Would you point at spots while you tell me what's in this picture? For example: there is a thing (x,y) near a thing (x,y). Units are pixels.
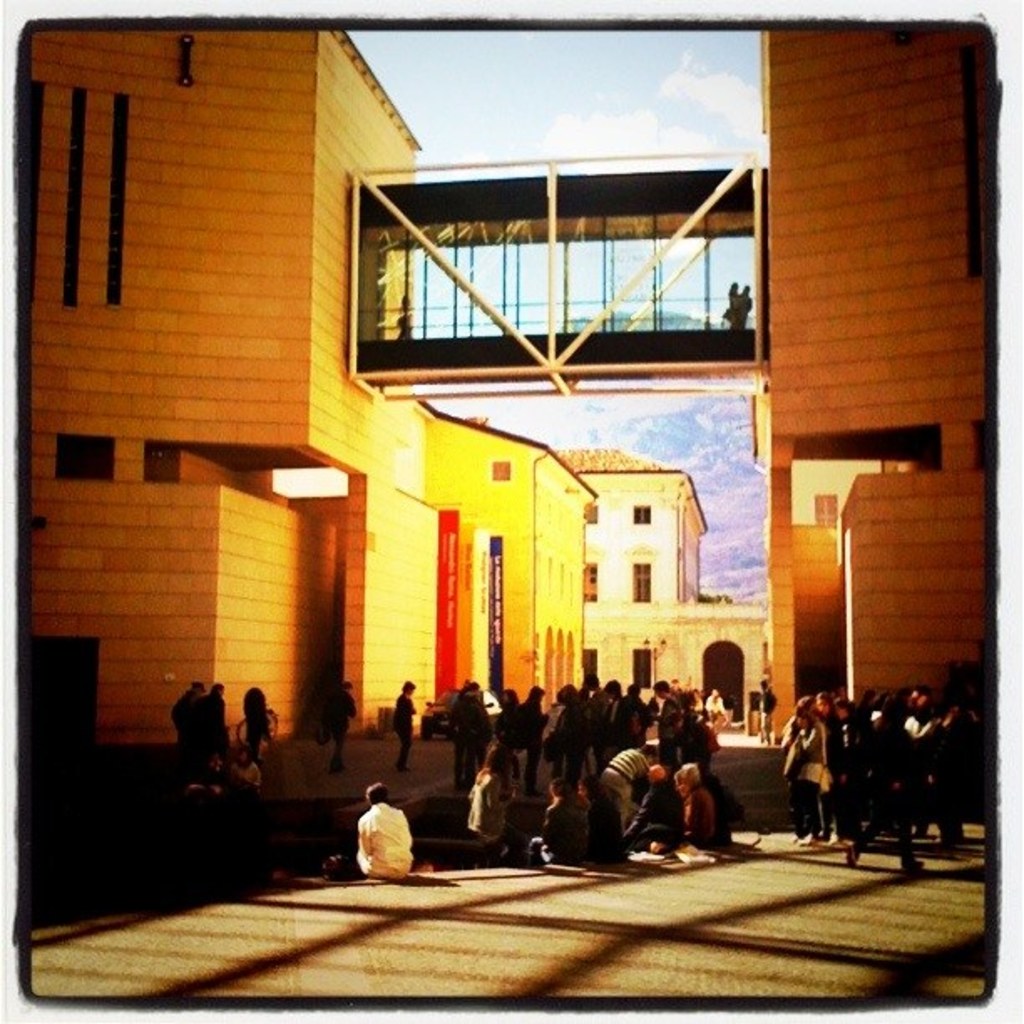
This is an edited image. There are few people (651,763) sitting and groups of people (638,767) standing. I can see a walkway (450,357) between two buildings (789,343). In the background (519,74), I can see another building (624,524) and there is the sky (568,77).
